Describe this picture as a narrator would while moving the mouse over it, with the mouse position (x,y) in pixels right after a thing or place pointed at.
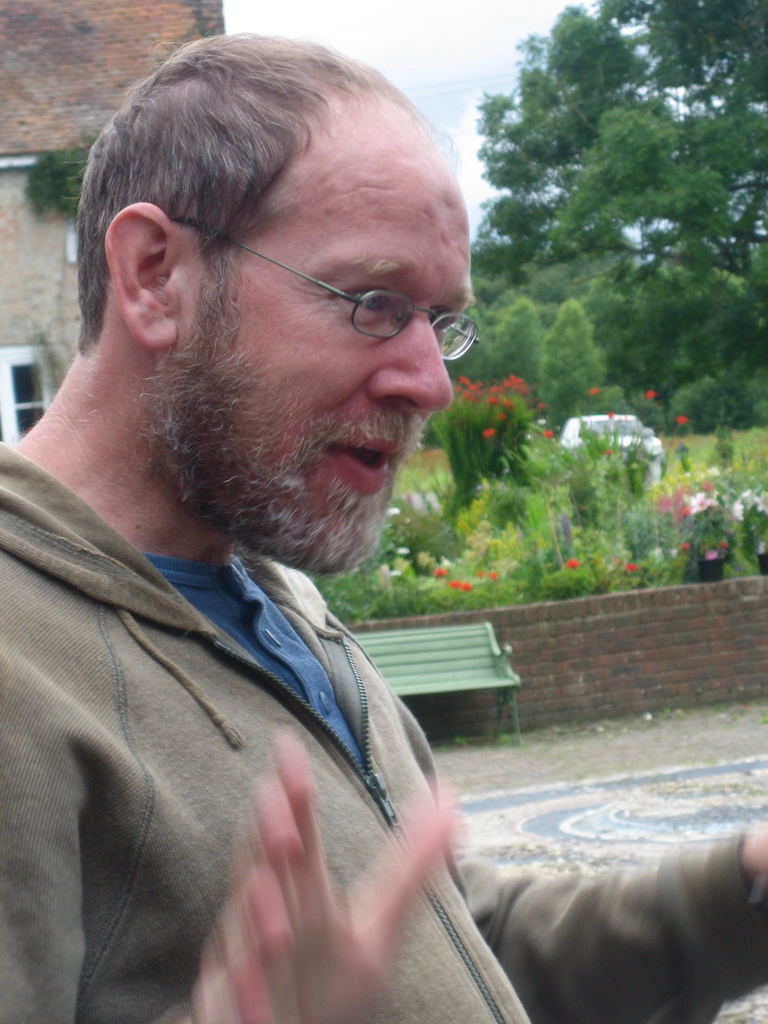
In this image I can see a person (197,574) is wearing brown jacket (395,790). Back I can see a building (73,278), windows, bench (444,642), trees (699,349), few colorful flowers (495,537) and sky (432,67) is in white color.
